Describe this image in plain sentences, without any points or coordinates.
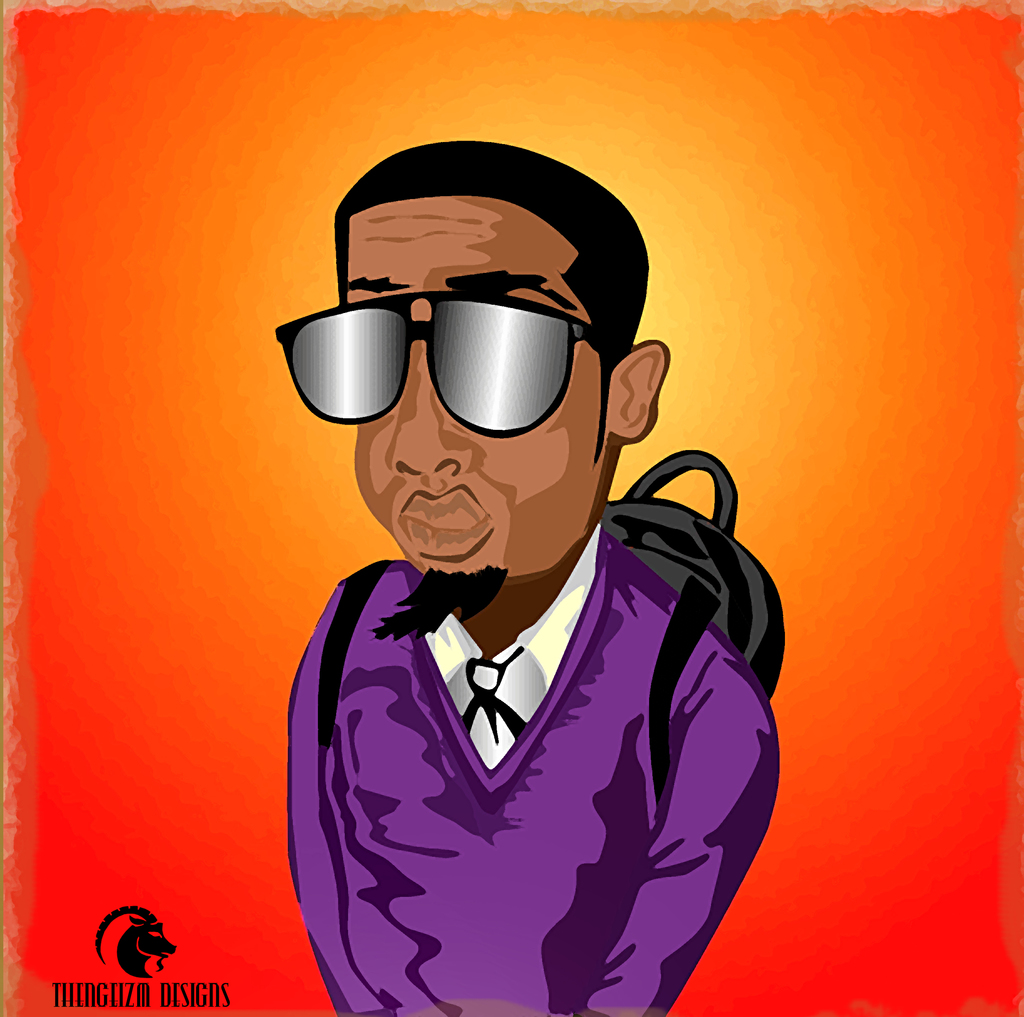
In this picture, we can see an animated image.
